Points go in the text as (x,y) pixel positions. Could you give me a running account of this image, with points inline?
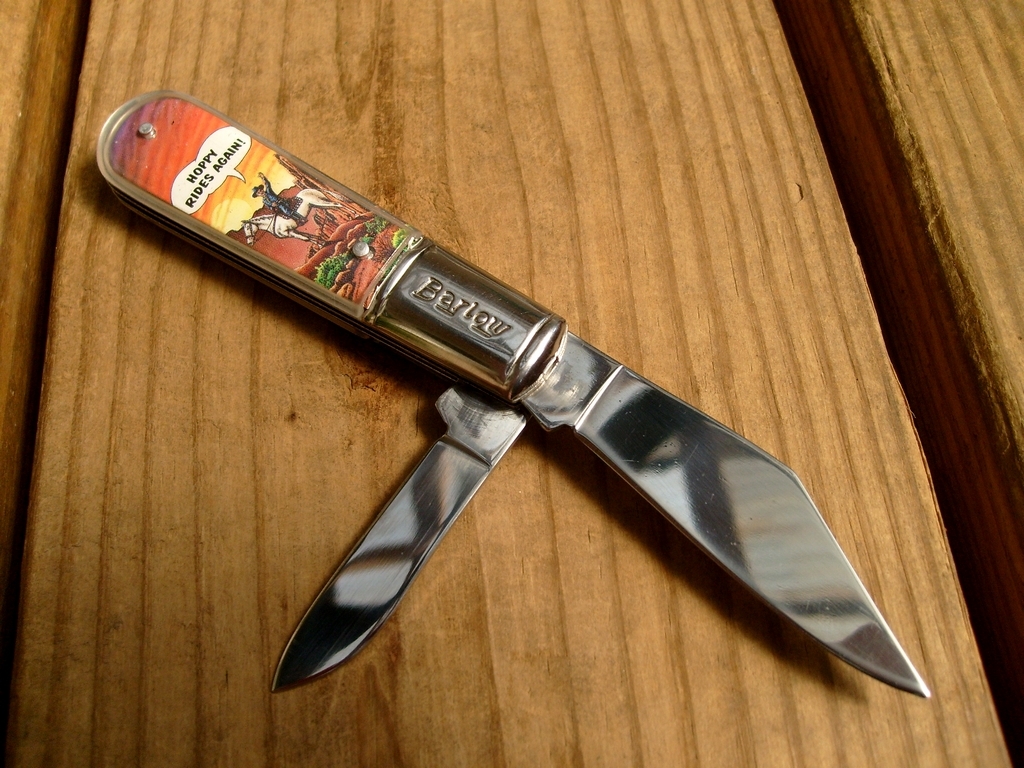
There is a knife (494,335) kept on a wooden table (372,185).
